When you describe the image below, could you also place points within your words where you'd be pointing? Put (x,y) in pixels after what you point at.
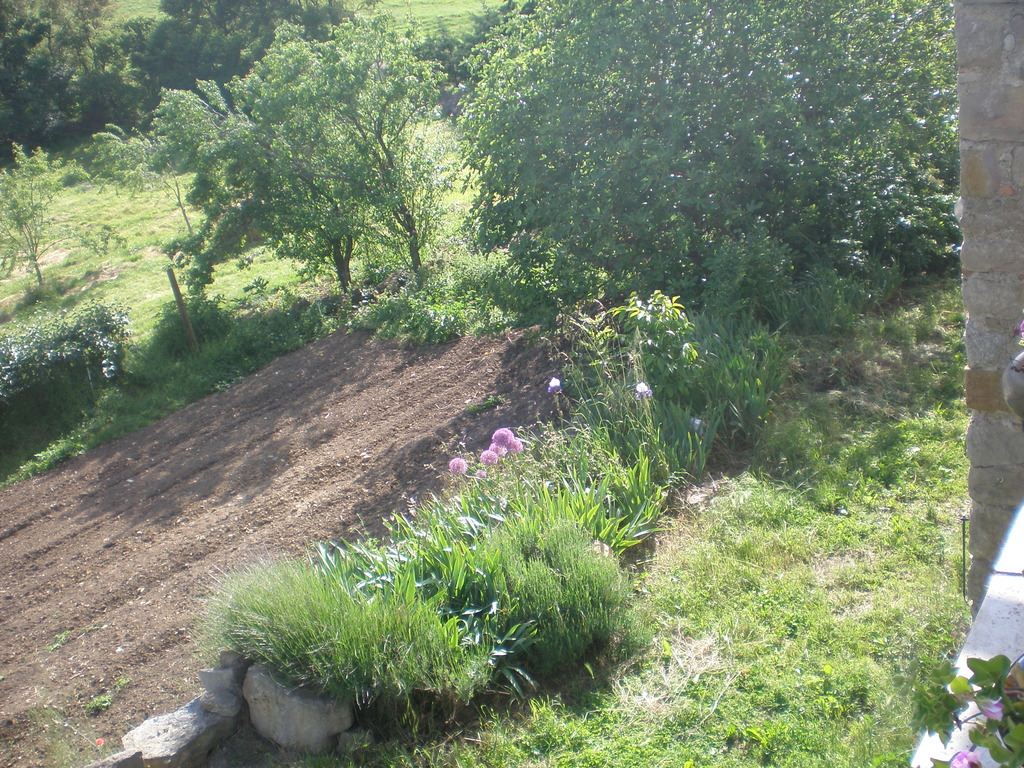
In the center of the image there are trees (474,147). At the bottom (562,630) there is grass (559,680) and we can see flowers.
